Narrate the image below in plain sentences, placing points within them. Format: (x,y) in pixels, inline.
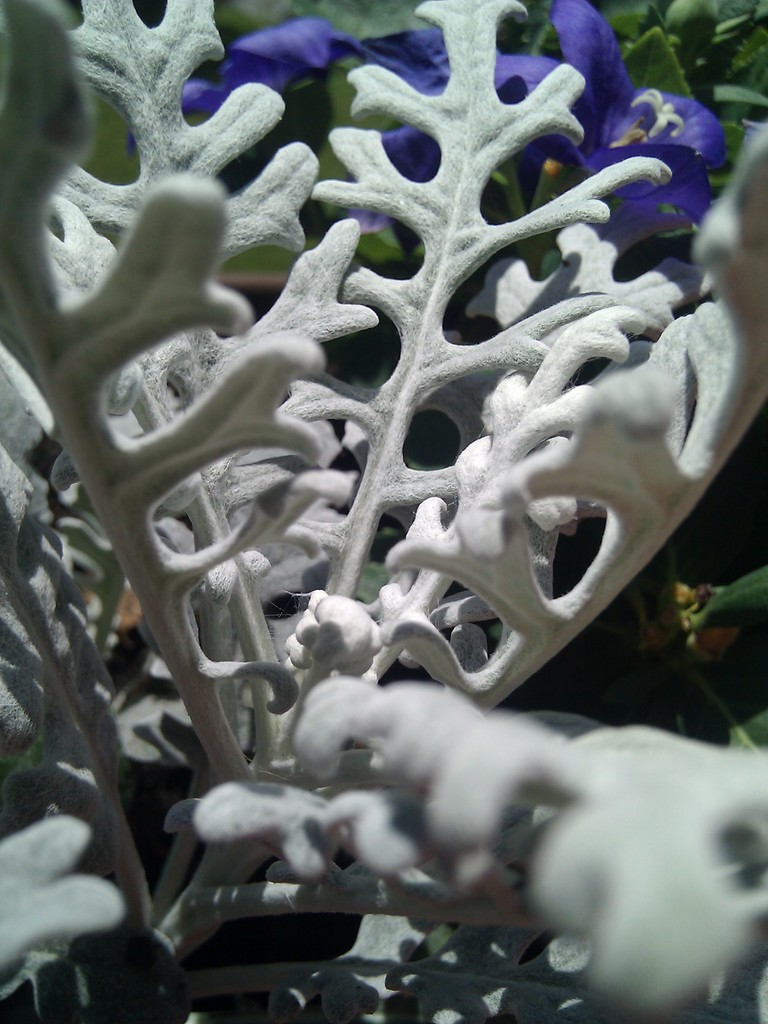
In this image in the front (238,472) there are leaves (302,660) which are white in colour. In the background (532,49) there are flowers (531,75) and plants (668,48).
